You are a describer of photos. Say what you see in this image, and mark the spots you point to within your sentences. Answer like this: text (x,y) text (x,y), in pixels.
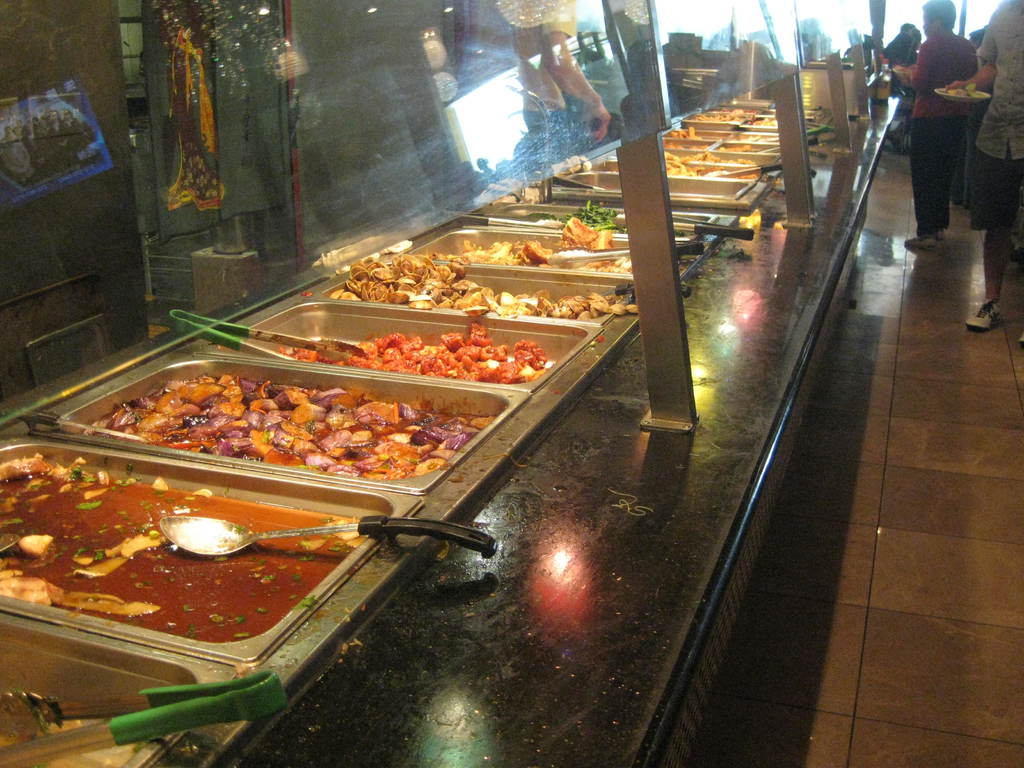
In the picture I can see few eatables (420,347) placed in a container (396,382) which is on the table (561,236) and there are few persons (969,68) standing in the right corner (952,76).
